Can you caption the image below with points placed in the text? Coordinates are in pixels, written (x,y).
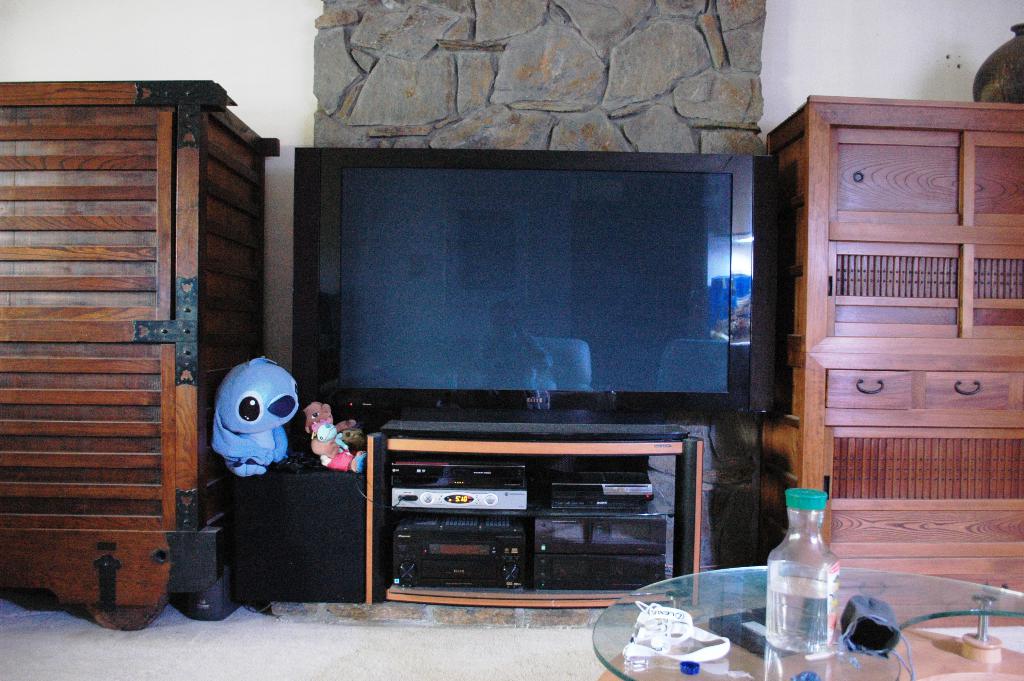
As we can see in the image there is a white color wall (246,40), rock (543,130), television (467,254), a table (709,611). On table (698,586) there is a bottle (817,586).
